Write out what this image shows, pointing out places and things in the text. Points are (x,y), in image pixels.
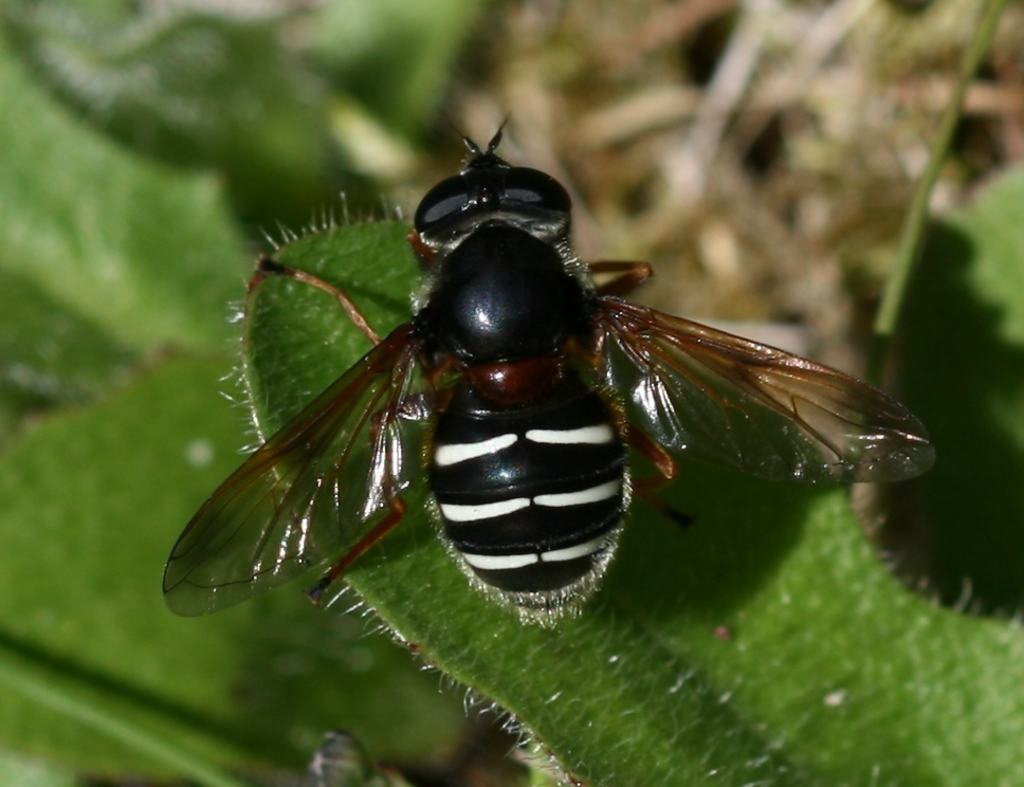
We can see insect (484,545) on green leaf (422,644). In the background (721,173) it is blur.
